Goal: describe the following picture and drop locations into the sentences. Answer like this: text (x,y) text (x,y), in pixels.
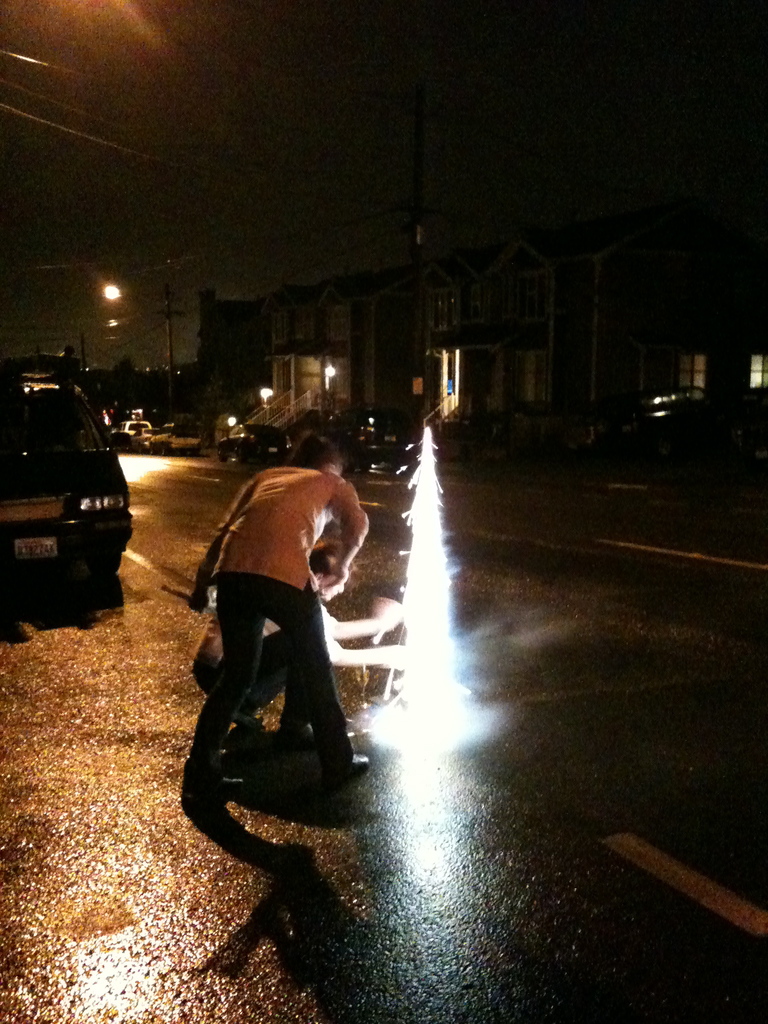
In this image at front there are two persons (343,623) firing the crackers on the road (656,670). Behind them there are cars (36,441) parked on the road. At the back side (341,381) there are buildings (338,353), street lights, current poles (421,301) and at the top (247,175) there is sky (243,99).
